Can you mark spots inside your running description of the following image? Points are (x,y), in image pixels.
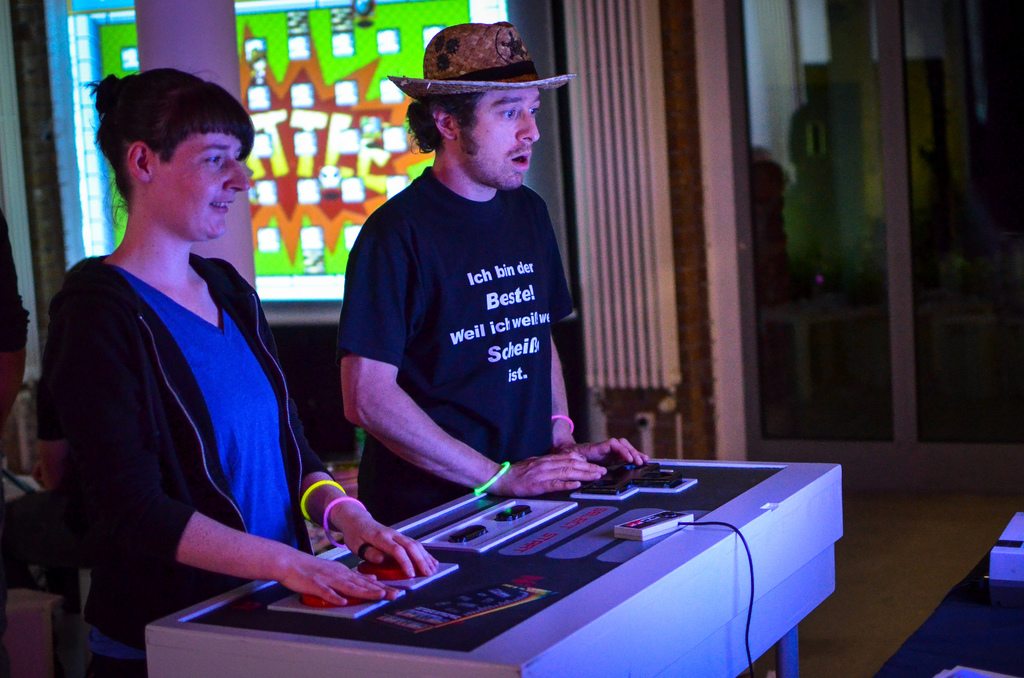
In this image there are persons (259,384) standing. In the center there is a table (603,573) and there are objects (637,521) on the table (590,523). The man (498,489) standing in the center (454,337) is wearing a black colour t-shirt (432,290) and having some expression on his face (503,186) and the woman (209,382) standing is smiling. In the background (215,58) there is a pillar (234,52) and on the wall (338,159) there is a screen (360,124) which is in the background (351,104) on the right side (869,196) there is a door (858,194).
